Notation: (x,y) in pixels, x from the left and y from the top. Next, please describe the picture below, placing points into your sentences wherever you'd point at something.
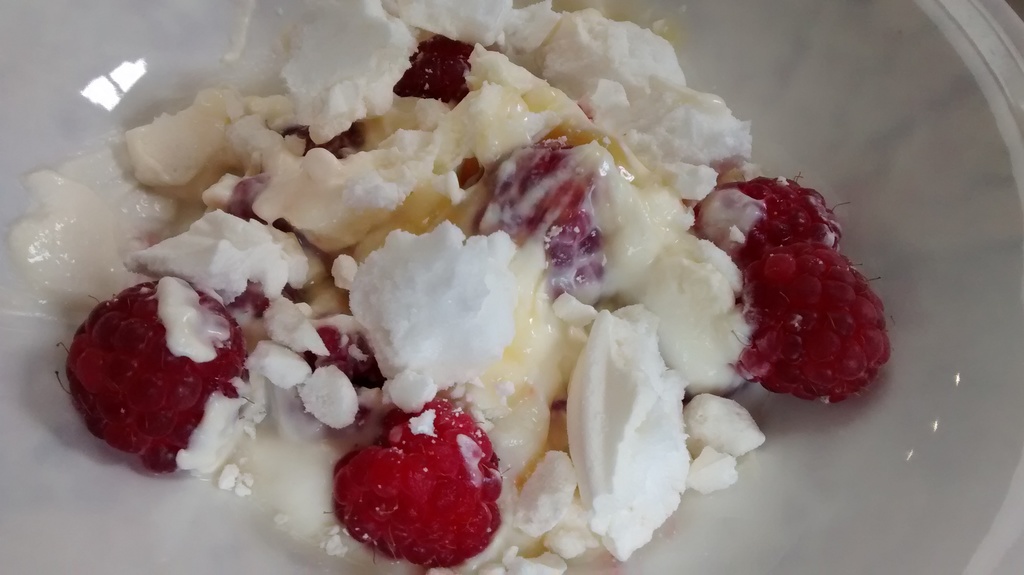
In this image there is a food item (435,215) in the bowl (845,423). There are a few raspberries (439,457) and there is cream (164,174).
